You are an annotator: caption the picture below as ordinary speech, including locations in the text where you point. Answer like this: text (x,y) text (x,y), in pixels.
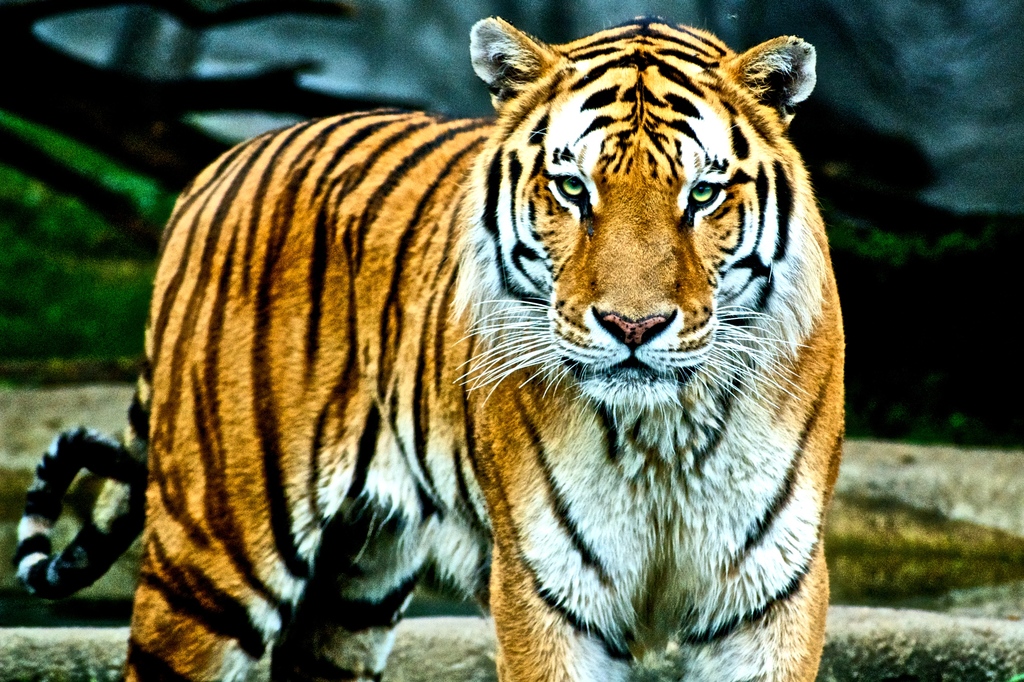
In this image I can see a tiger (309,525) is standing. I can also see colour of this tiger (469,430) is white, yellow and black. I can also see this image is little bit blurry from background (982,80).
